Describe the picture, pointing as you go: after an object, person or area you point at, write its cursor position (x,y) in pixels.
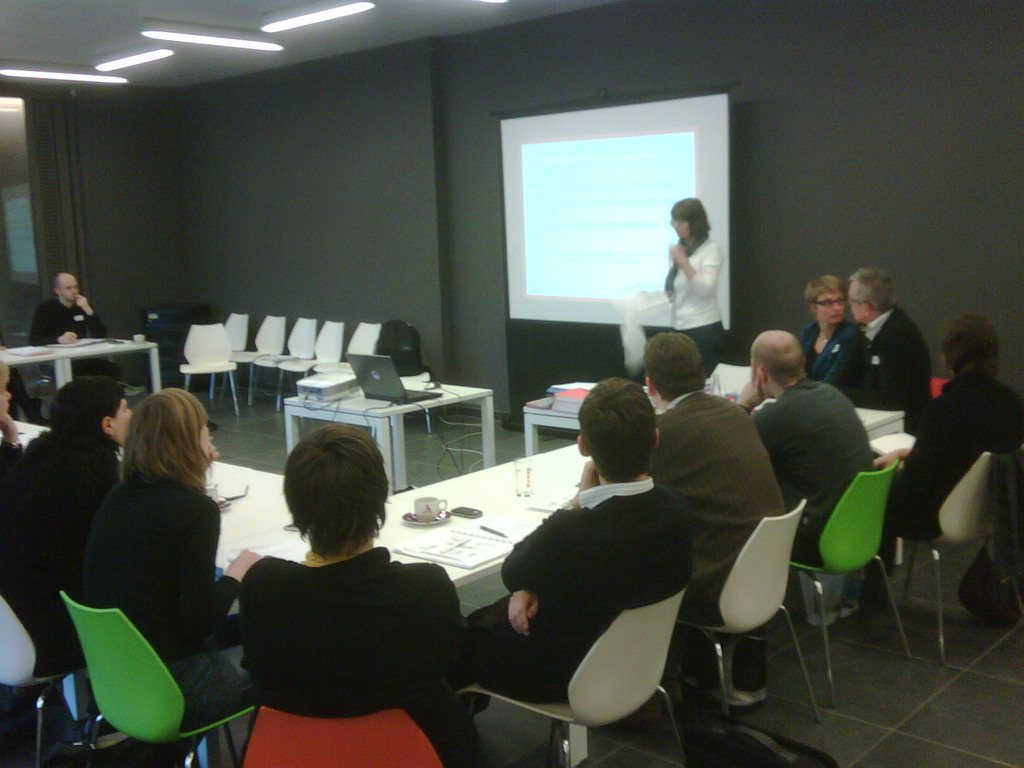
As we can see in the image there is a wall (371,186), screen (580,213), few people (54,518) sitting on chairs (418,751), table (499,511) and on table (365,405) there is a laptop (369,393), projector (321,377), papers (468,542) and cup (425,519).
